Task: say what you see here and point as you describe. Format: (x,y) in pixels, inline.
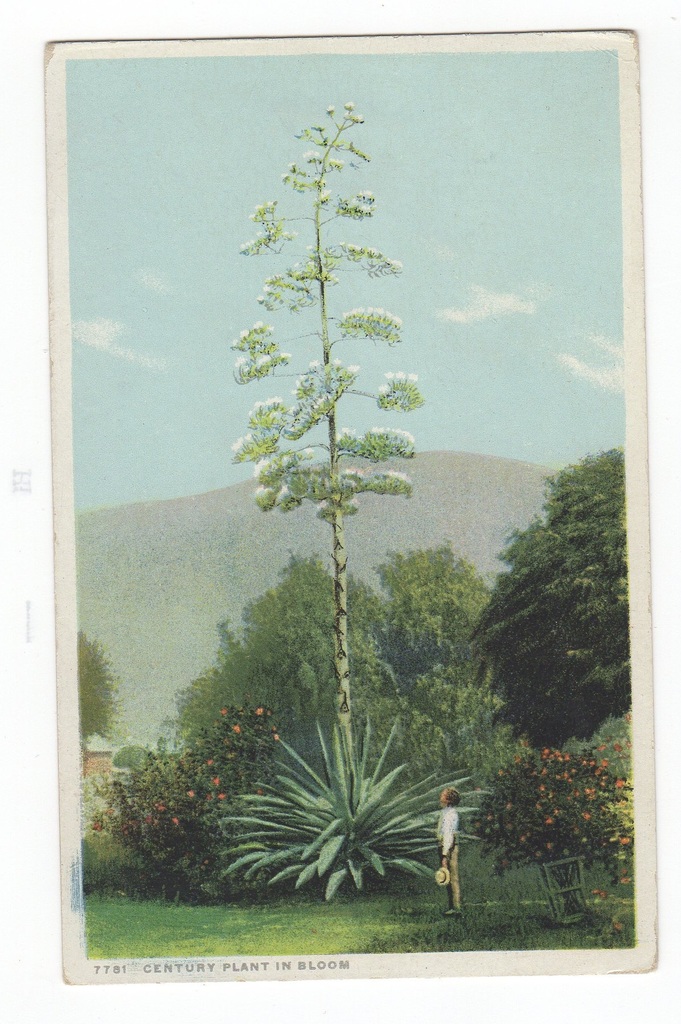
There is a poster (575,142), in which, there is a person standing on the grass (470,914) on the ground (464,909), near a plant (559,854) which is having flowers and near a tree (328,815). In the background (155,589), there are trees (286,671), there is a hill (388,462) and there are clouds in the sky (373,161).
